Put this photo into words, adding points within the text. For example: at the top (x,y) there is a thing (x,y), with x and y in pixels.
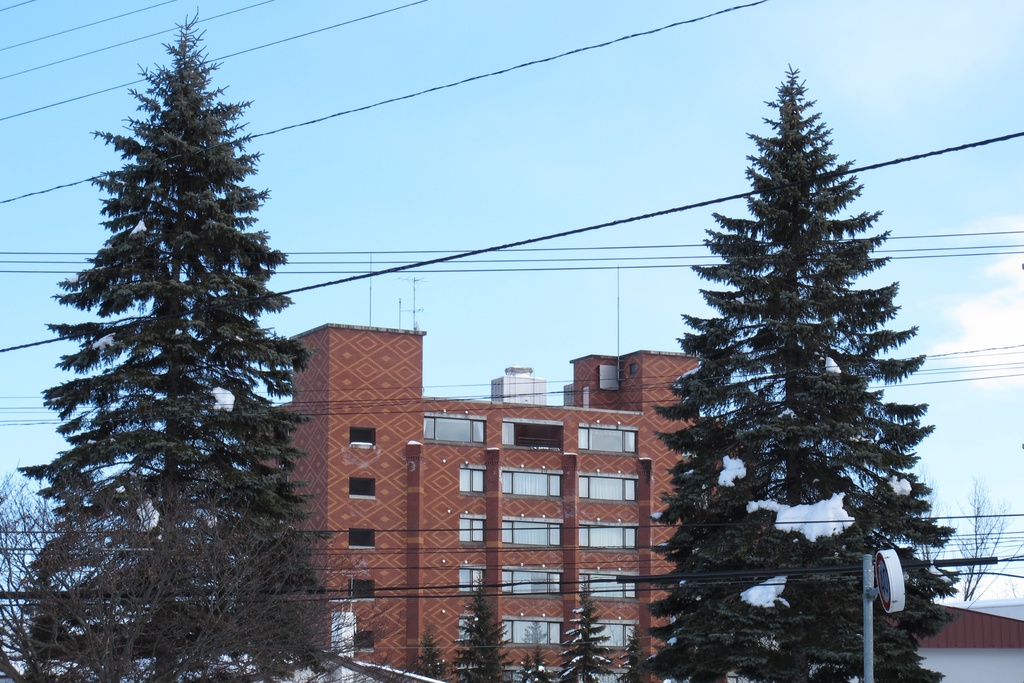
In this picture we can see a building (397,618) with windows (548,425), trees (679,495), wires (573,250), poles (867,588), signboard (883,560), snow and in the background (562,143) we can see the sky (604,196).
